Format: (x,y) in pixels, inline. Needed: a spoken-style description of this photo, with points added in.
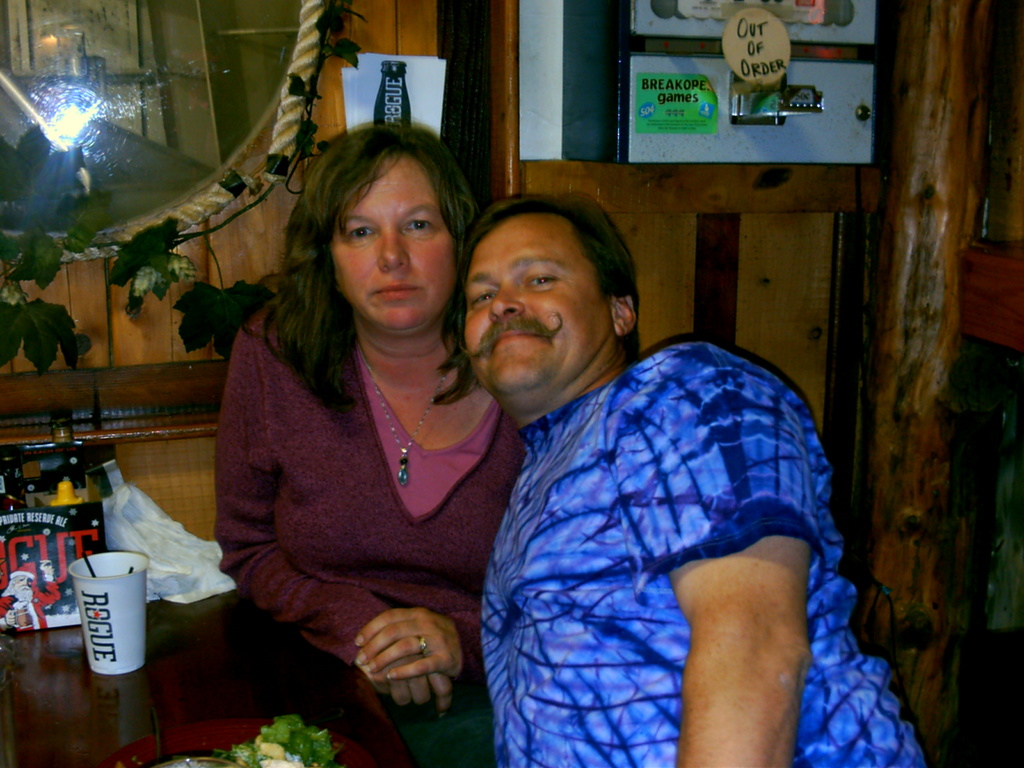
In this image we can see a man (541,453) and a woman (418,390) sitting and a table (169,634) is placed beside them. On the table (150,606) there are decors (72,554), disposal tumbler (122,637) and polythene covers (164,523). In the background (288,137) there are pictures (393,119) pasted on the wall (229,265), mirror (214,177) and creeper plants (221,275).
